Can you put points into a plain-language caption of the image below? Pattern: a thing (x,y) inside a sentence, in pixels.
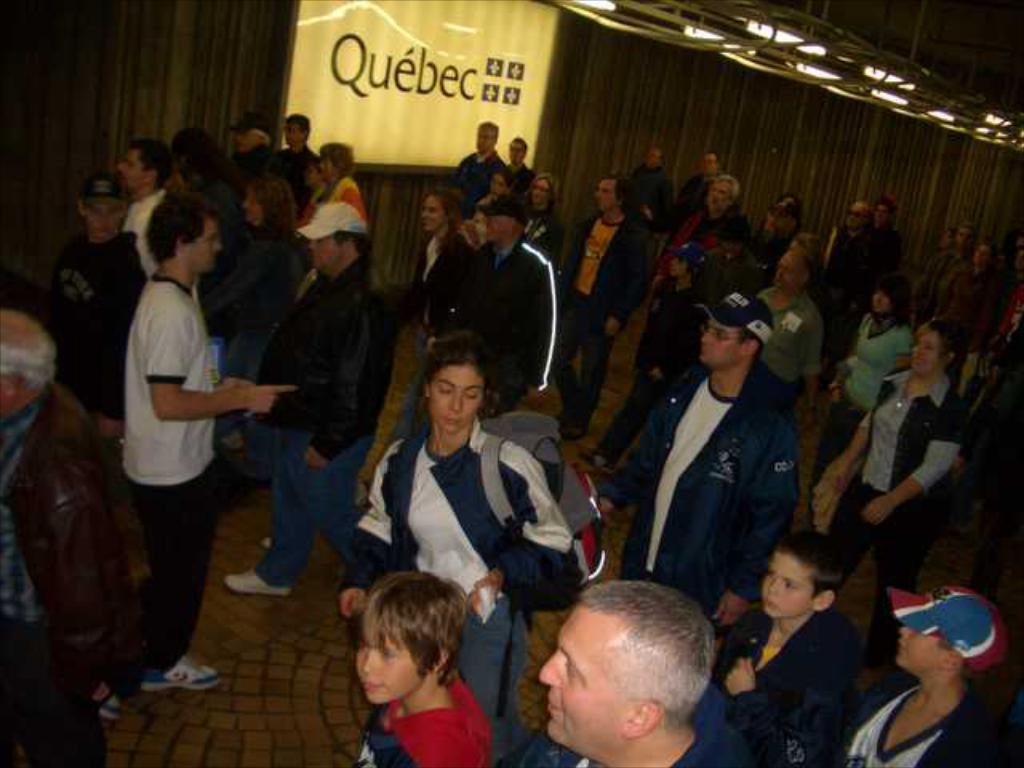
In this image there are group of persons (365,363) walking. In the background (423,129) there is a banner (476,91) on the wall (549,96) with some text (424,75) written on it.
